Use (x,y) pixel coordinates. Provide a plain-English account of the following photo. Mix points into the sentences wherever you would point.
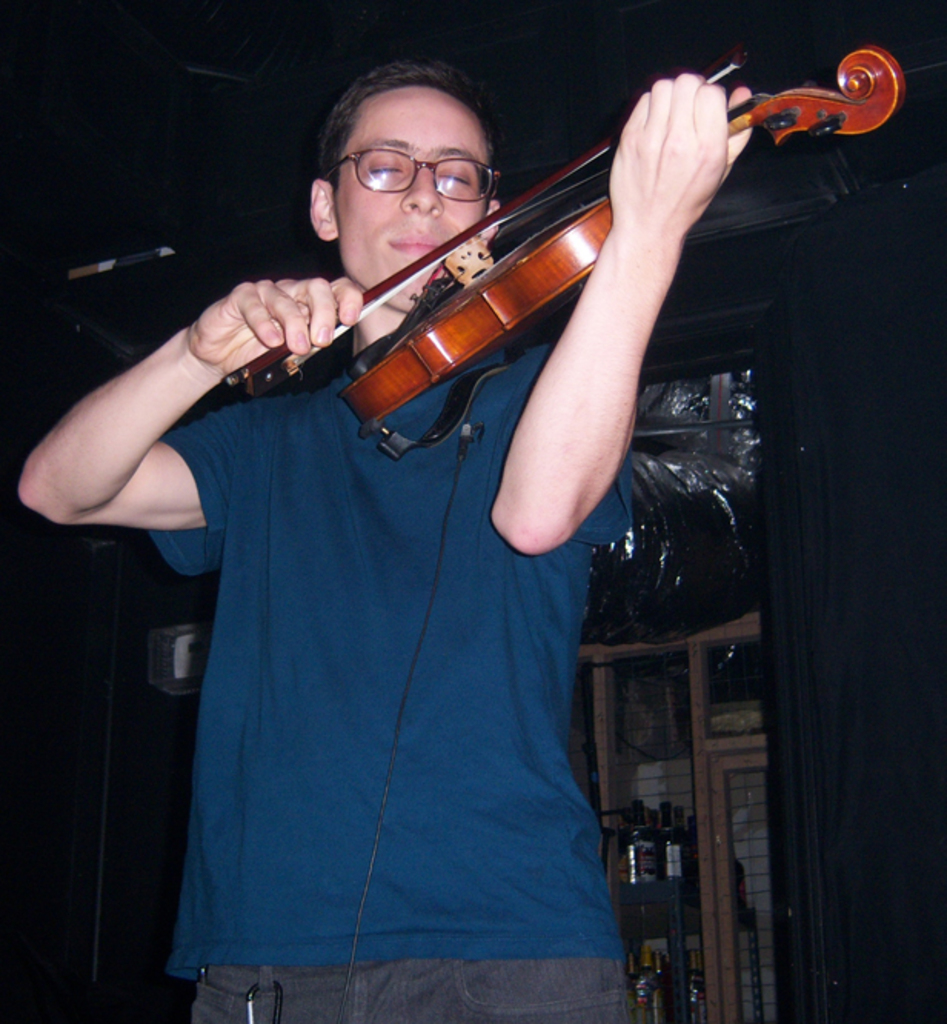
This is the picture of a boy (427,529) wearing blue shirt (245,591) and holding a violin (459,272) and behind there is a shelf (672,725) on which some bottles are placed.
